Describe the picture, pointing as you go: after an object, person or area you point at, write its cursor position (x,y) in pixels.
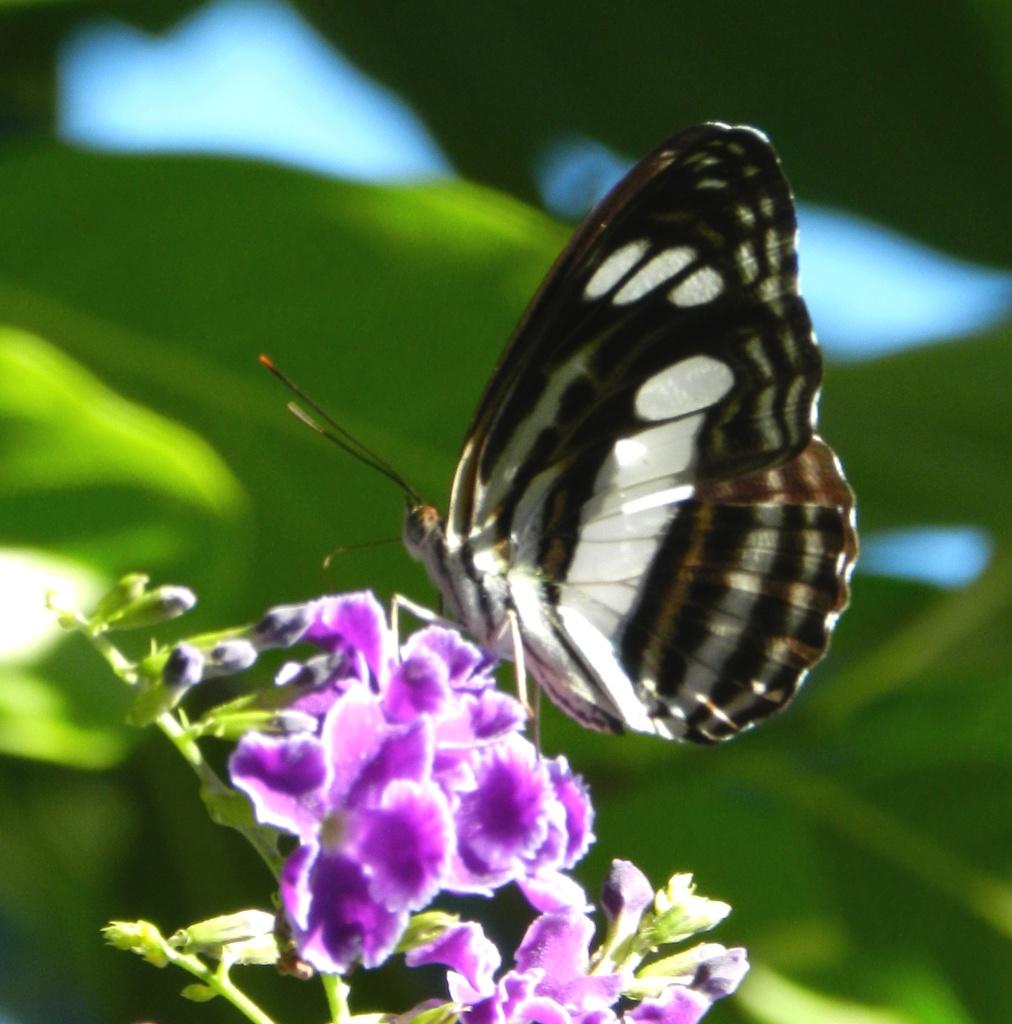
In this image we can see a butterfly (539,655) on the violet color flowers (378,937). The background of the image (13,298) is blurred which is in green color.
